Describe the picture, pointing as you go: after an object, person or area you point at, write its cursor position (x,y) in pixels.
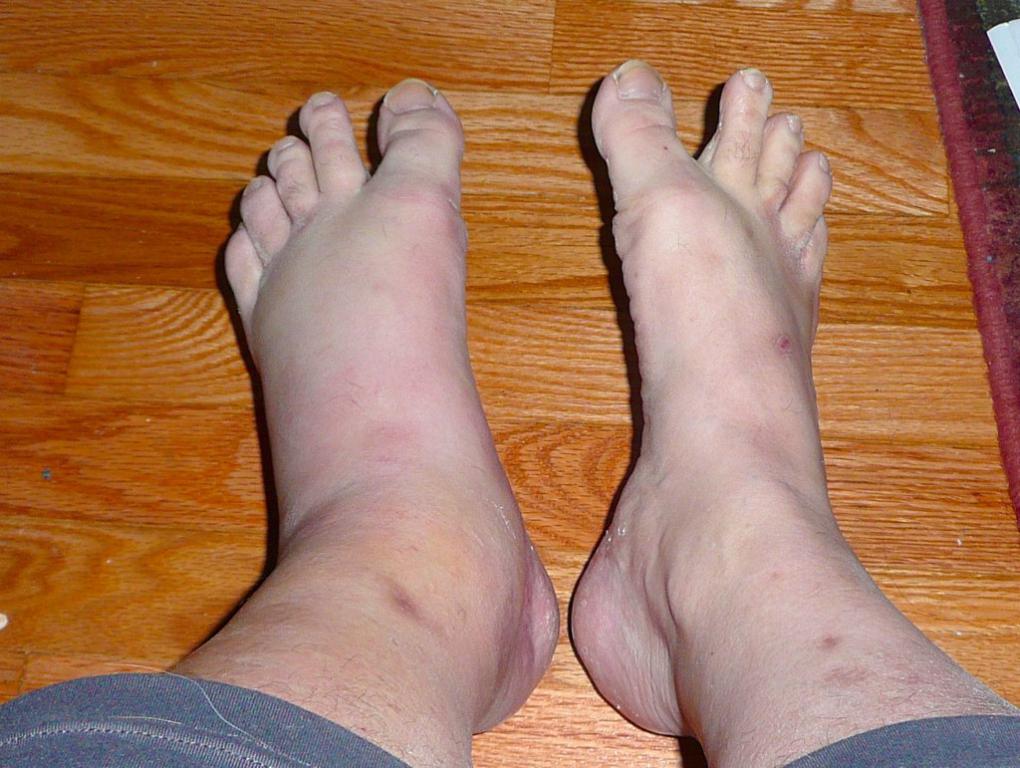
This is a zoomed in picture. In the foreground (830,665) we can see the legs (376,290) of a person (380,259) placed on the ground (962,356).
